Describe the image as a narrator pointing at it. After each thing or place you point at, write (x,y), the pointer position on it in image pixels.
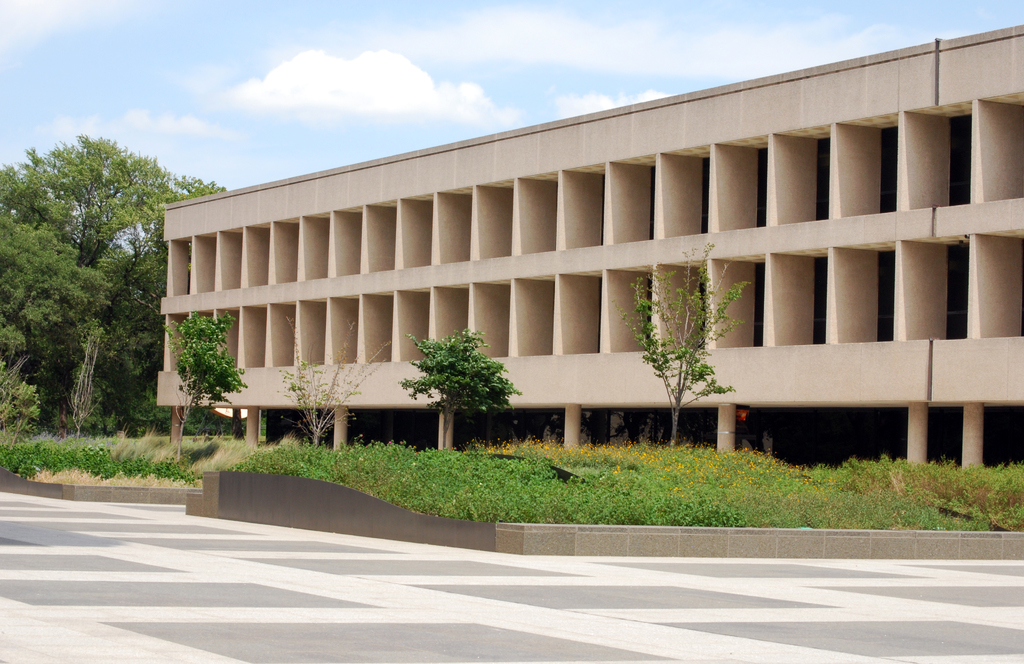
In the middle of the image (518,440) there are some plants (878,489) and trees (44,405). Behind the trees (225,316) there is a building (562,325). At the top of the image (173,157) there are some clouds (0,13) and sky (87,44).
